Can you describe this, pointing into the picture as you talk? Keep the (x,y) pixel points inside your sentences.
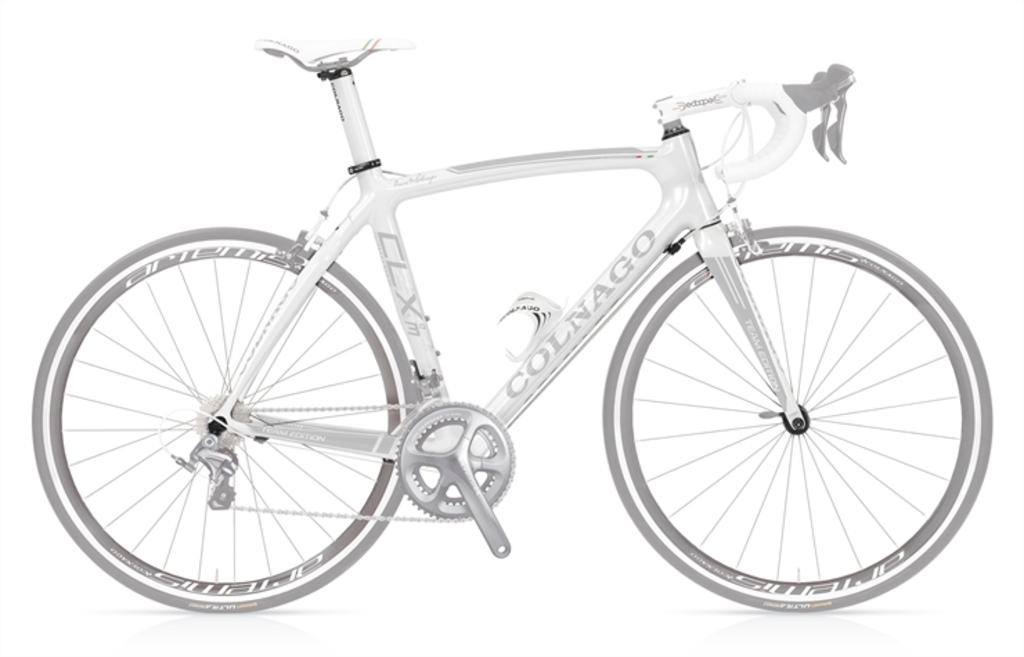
In the center of the image (348,345) we can see one cycle (715,254), which is in white and ash color. On the cycle (453,467), we can see some text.
